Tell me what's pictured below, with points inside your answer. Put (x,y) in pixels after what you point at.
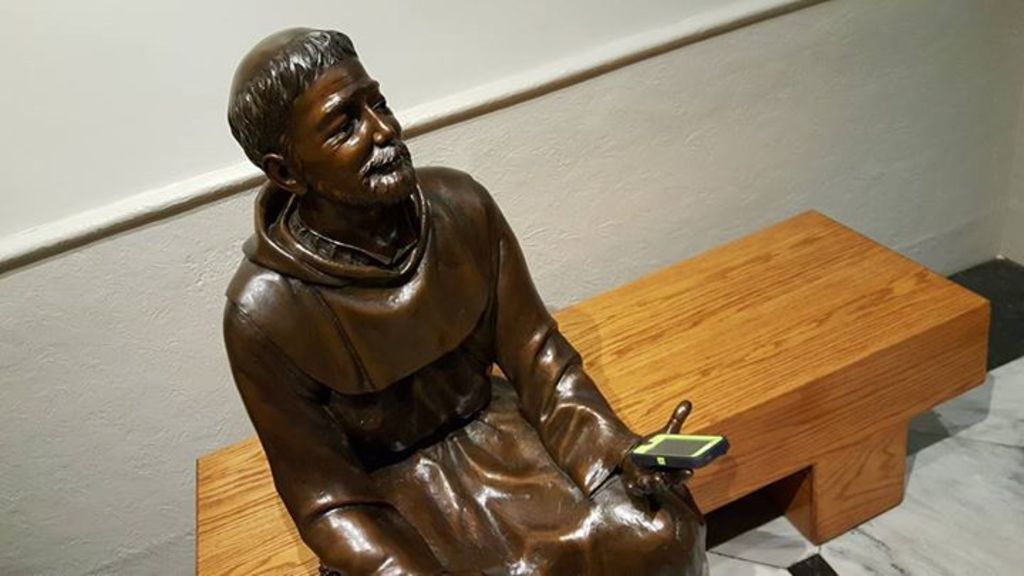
In this picture there is a statue (671,558) of a man (515,572) who is sitting on a bench (713,371) at the left side of the image (323,373), there is a cell phone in his hand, the color of the statue (276,319) is brown.
